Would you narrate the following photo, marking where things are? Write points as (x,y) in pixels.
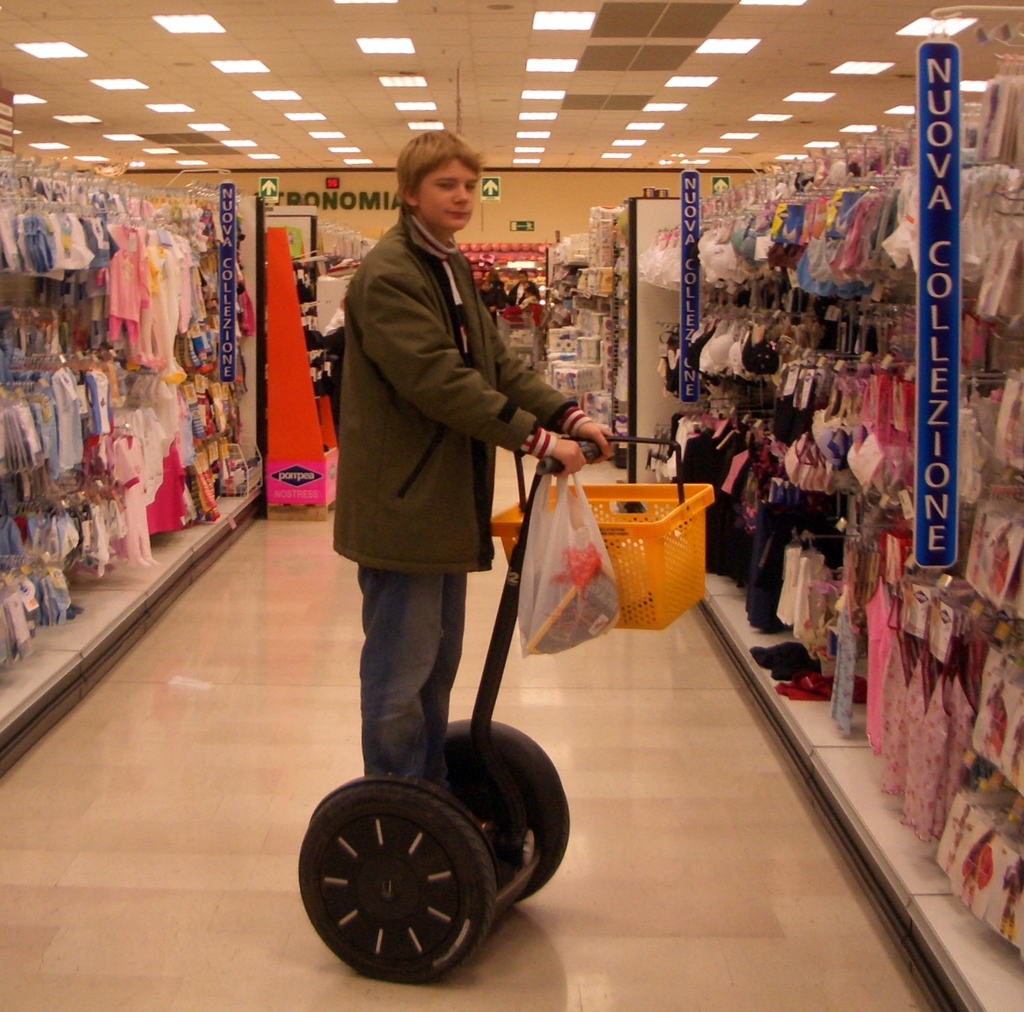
In the foreground (318,859) I can see a person (368,719) is standing on a two wheel vehicle (411,827) and holding a basket (638,563) in hand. In the background (358,229) I can see clothes (887,225) are hanged, wall (279,175) and a rooftop (347,80) on which lights (403,85) are mounted. This image is taken may be in a shop (69,575).
